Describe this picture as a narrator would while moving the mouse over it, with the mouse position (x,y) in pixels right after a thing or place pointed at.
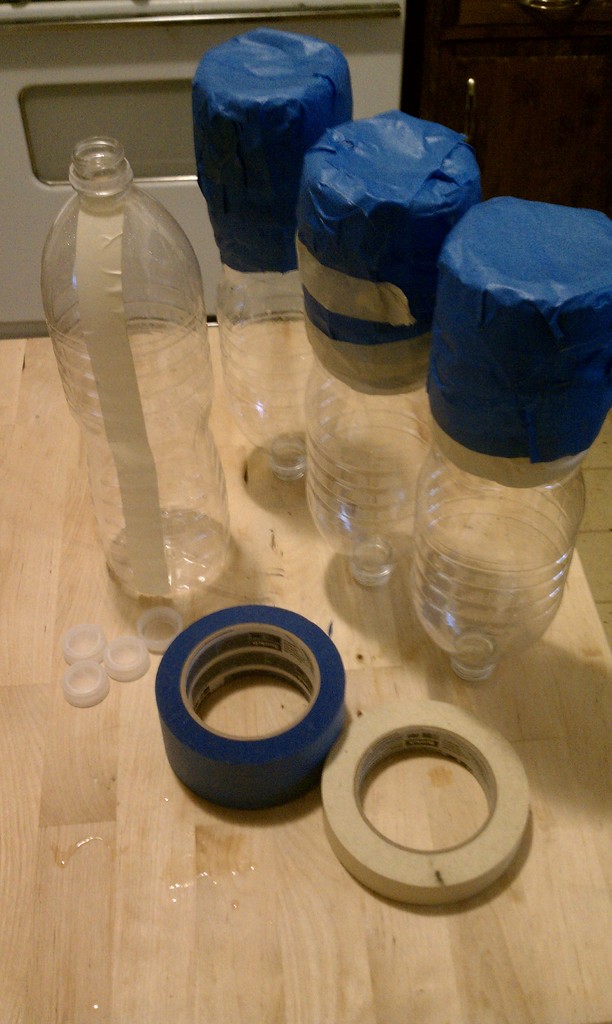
This image is taken inside a room (15,577). In this image there is a wooden table (274,921) on which there are few empty bottles (348,327) and two plasters (189,681) and a door (534,174).
